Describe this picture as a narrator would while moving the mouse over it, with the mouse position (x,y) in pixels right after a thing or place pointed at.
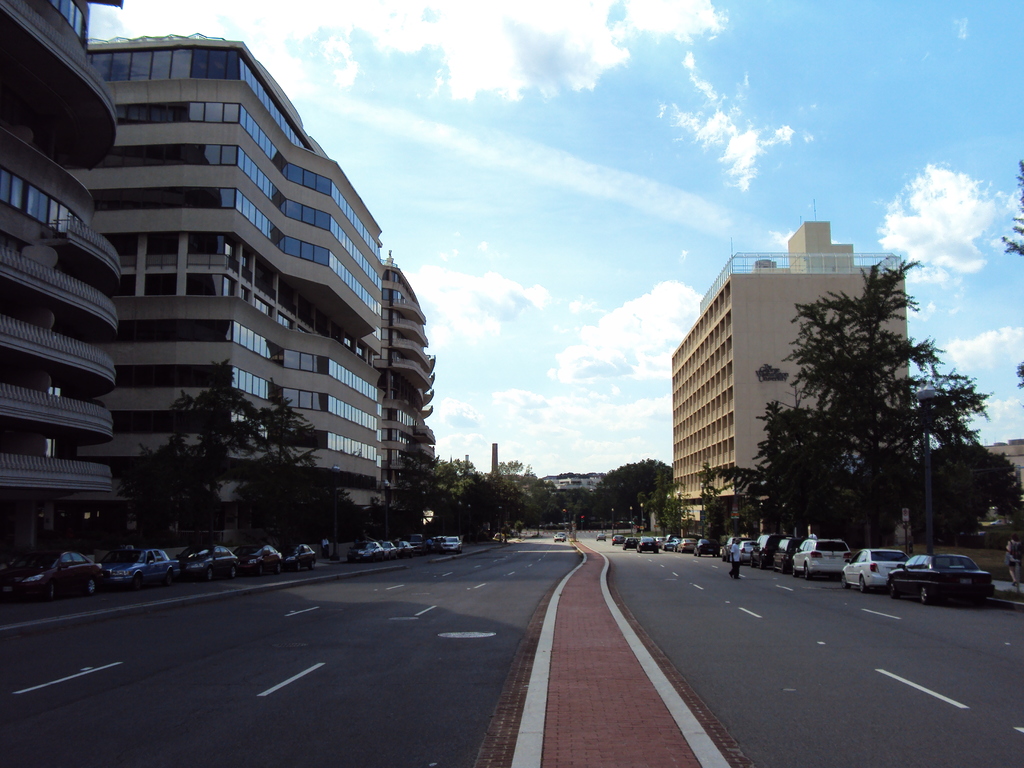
In the image I can see a place where we have some buildings (338,288), trees (534,475) and some cars (156,573) parked on the road (929,752).
